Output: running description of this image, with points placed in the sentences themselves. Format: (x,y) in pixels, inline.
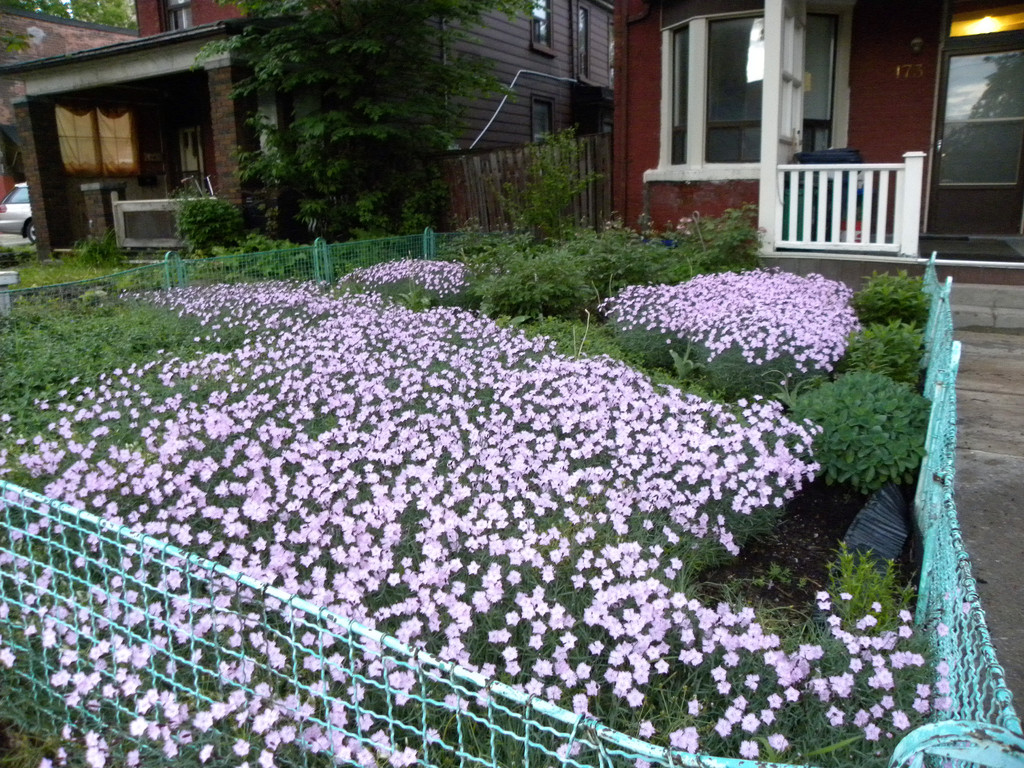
In this image, I can see the plants (348,306) with the flowers (804,326) and a fence (932,729). In the background (157,188), I can see the buildings (553,98) with the windows (828,96) and doors (973,159). On the right side of the image (975,497), there is a pathway (980,450). On the left corner of the image (14,227), there is a vehicle (15,214).
